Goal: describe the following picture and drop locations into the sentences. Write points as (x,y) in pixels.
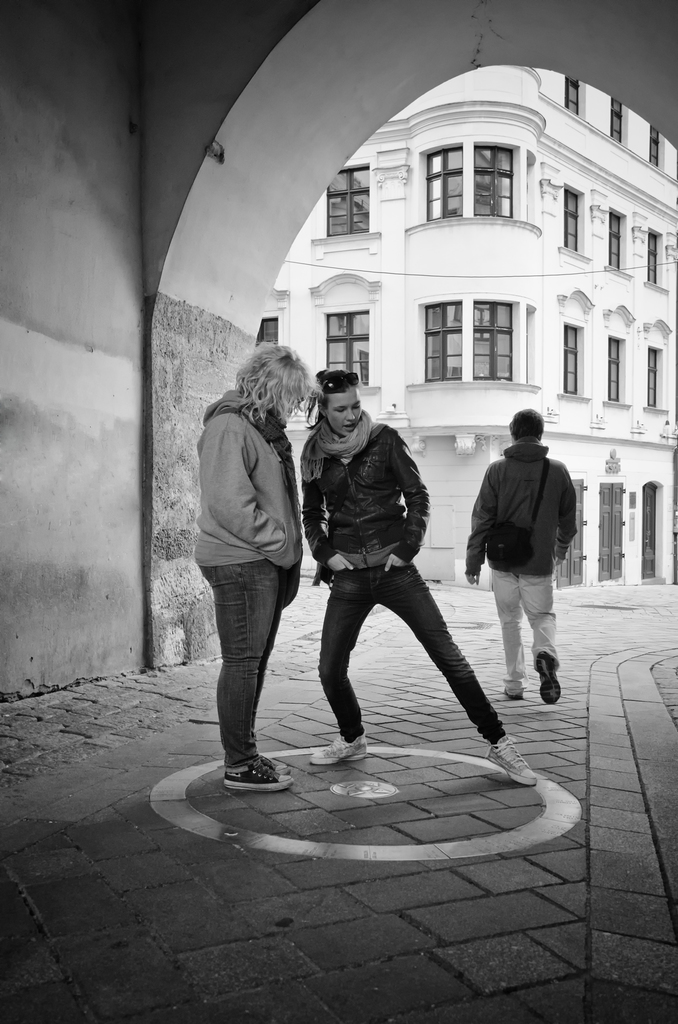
In this picture we can see three persons (553,560) where two are standing and a person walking on the road (548,718) and in the background (624,572) we can see a building (564,153) with windows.
